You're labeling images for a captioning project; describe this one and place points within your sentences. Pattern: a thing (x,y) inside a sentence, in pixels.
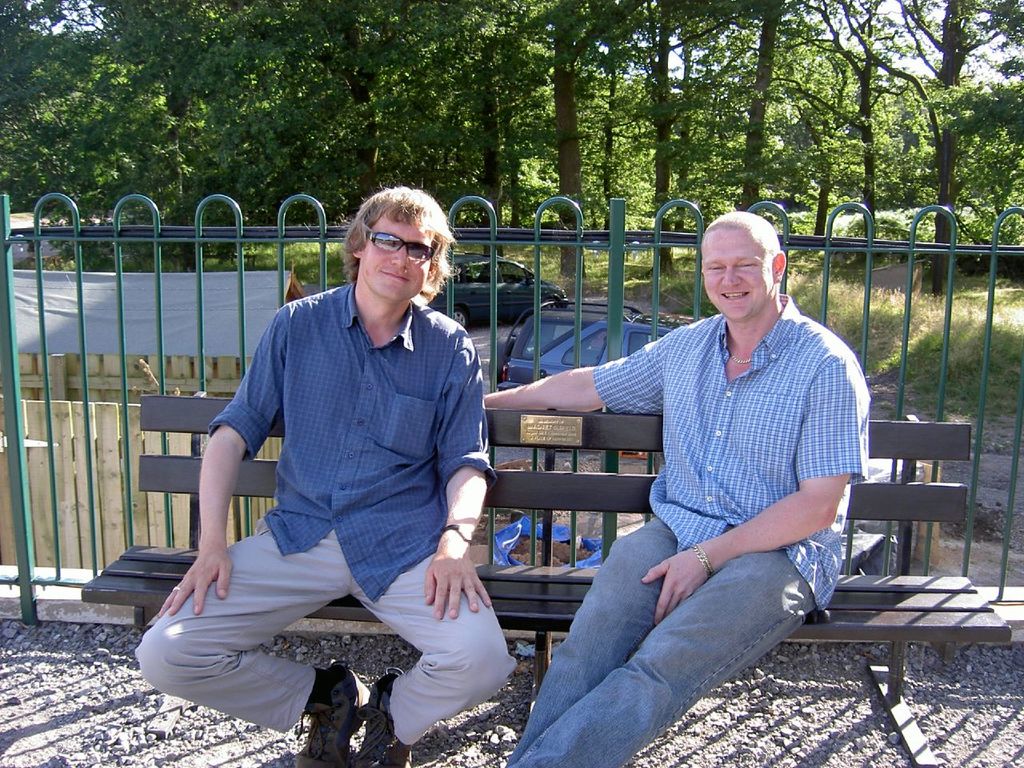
In this image we can see there are people (313,370) sitting on the bench (178,403) and there is a fence (124,477) at the back (109,420). And there are vehicles (564,357) on the ground (487,370). There are trees (435,89), shed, sticks (149,378) and cover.
